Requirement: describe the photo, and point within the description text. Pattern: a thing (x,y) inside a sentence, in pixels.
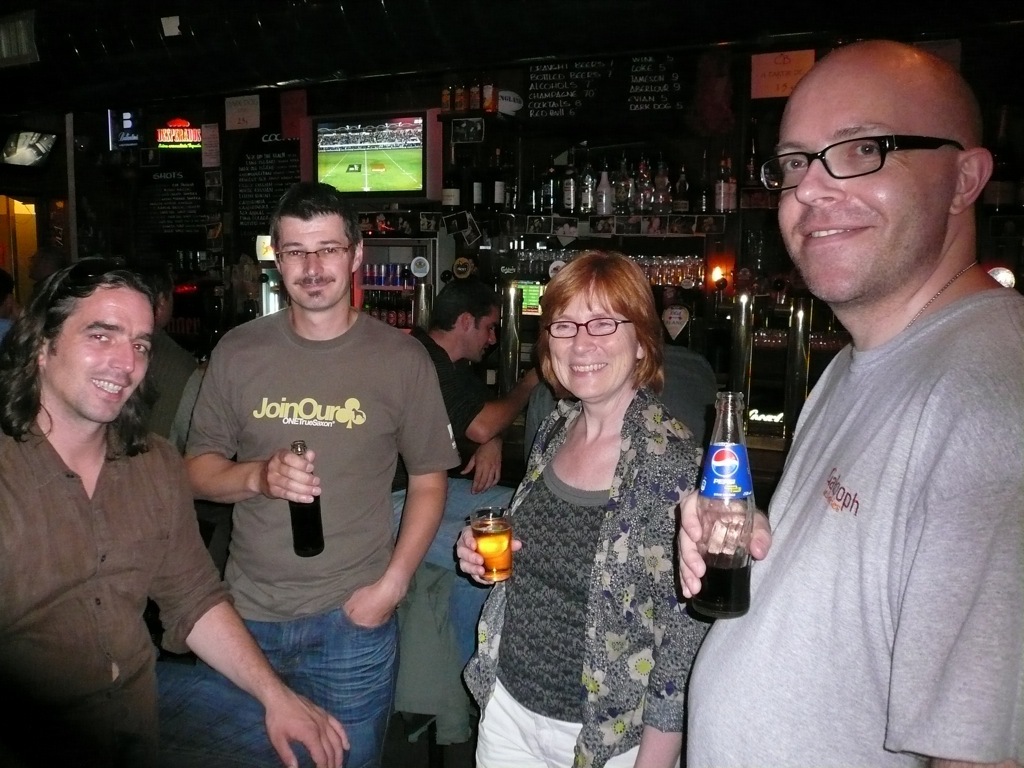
In this image i can see three man (356,580) and a woman (615,569) standing holding a glass (490,543) and bottle (725,543) at the back ground (491,333) i can see the other man (472,340) few bottles (622,205), a screen (412,140) and a wall (507,135).
